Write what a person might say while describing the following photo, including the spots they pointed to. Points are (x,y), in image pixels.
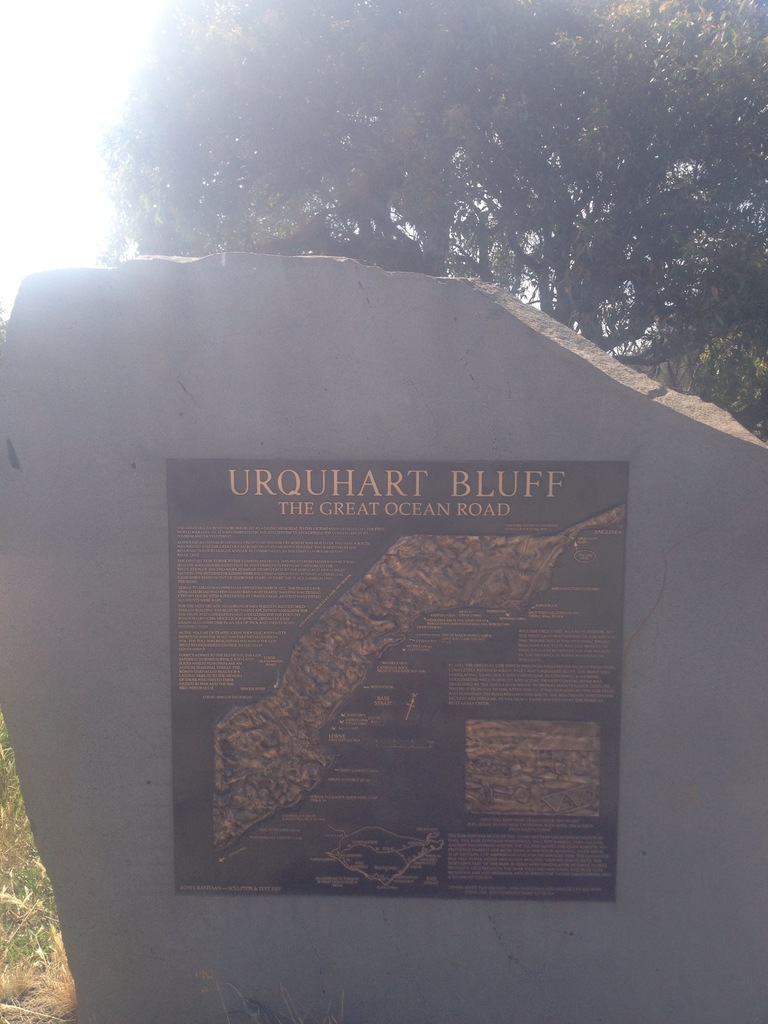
In this image we can see a stone (536,396) on which we can see a black color frame (374,573) with text (239,569) on it. Here we can see grass (33,844) and the trees (520,178) in the background (383,181).
